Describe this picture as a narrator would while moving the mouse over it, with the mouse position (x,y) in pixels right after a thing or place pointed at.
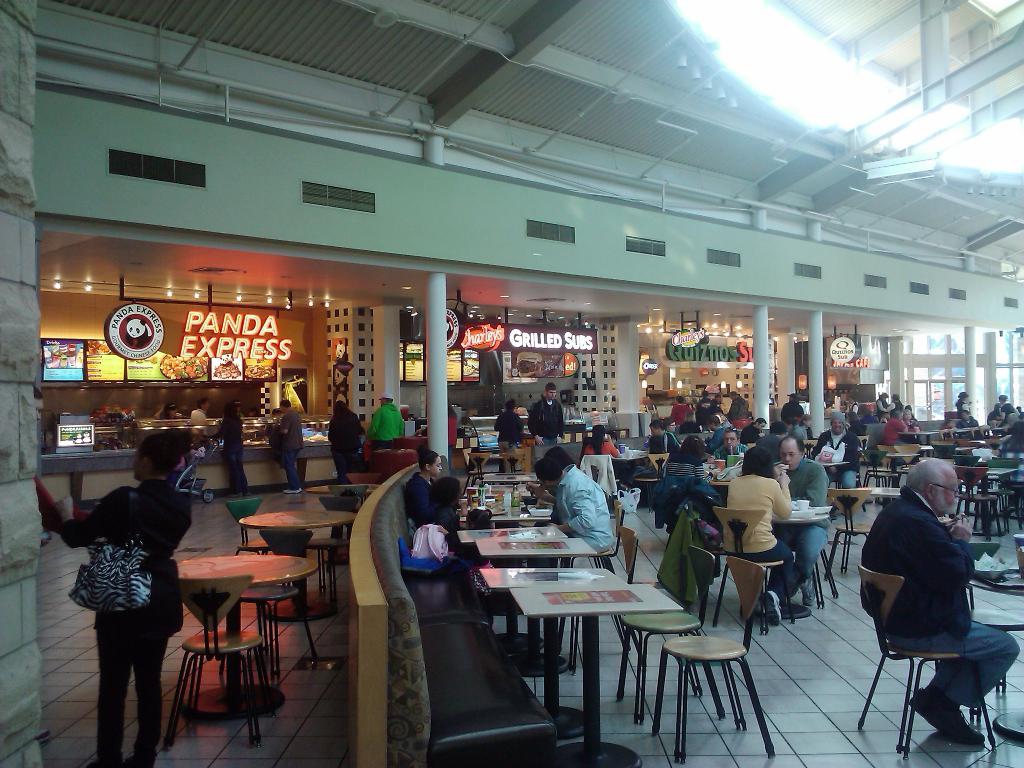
In this picture we can see some persons (772,487) are sitting on the chairs (518,456). These are the tables (550,645) and this is floor (798,716). On the background (347,386) we can see some stalls (722,332). There is a board (730,360) and these are the pillars (821,414).
